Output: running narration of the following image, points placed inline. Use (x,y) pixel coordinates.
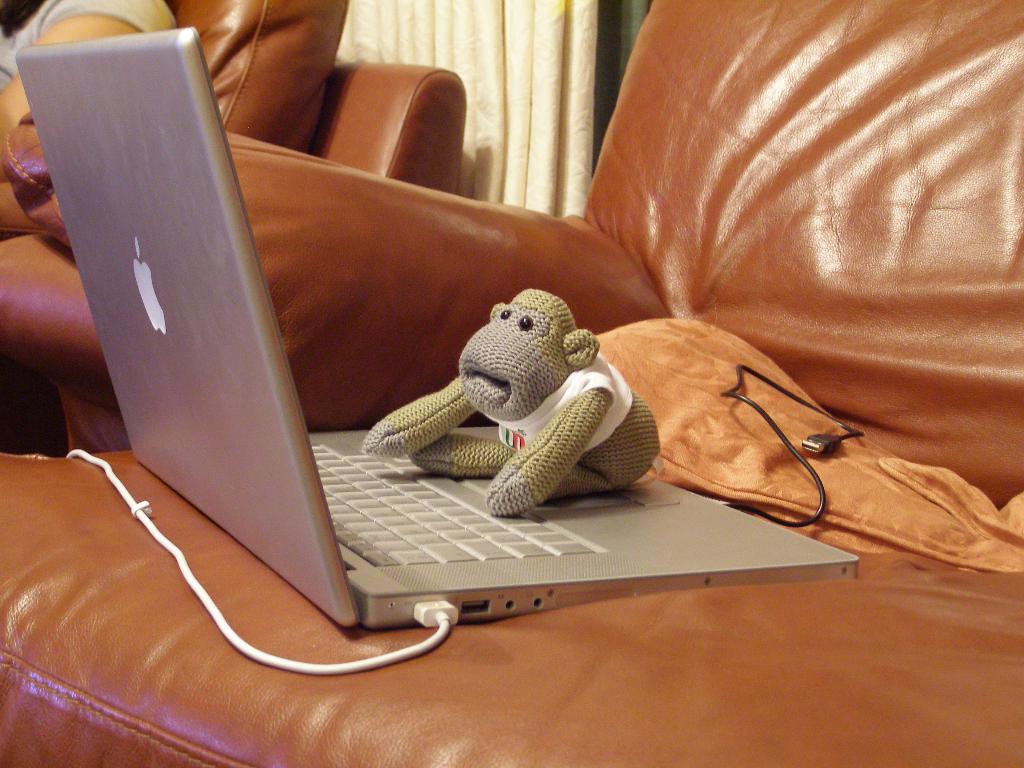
In this image, we can see a toy (584,444), cable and a laptop (364,515) are on the couch (724,643). In the background (486,9), there is a curtain (522,32) and we can see a person (144,13) sitting on an other couch (386,125).
